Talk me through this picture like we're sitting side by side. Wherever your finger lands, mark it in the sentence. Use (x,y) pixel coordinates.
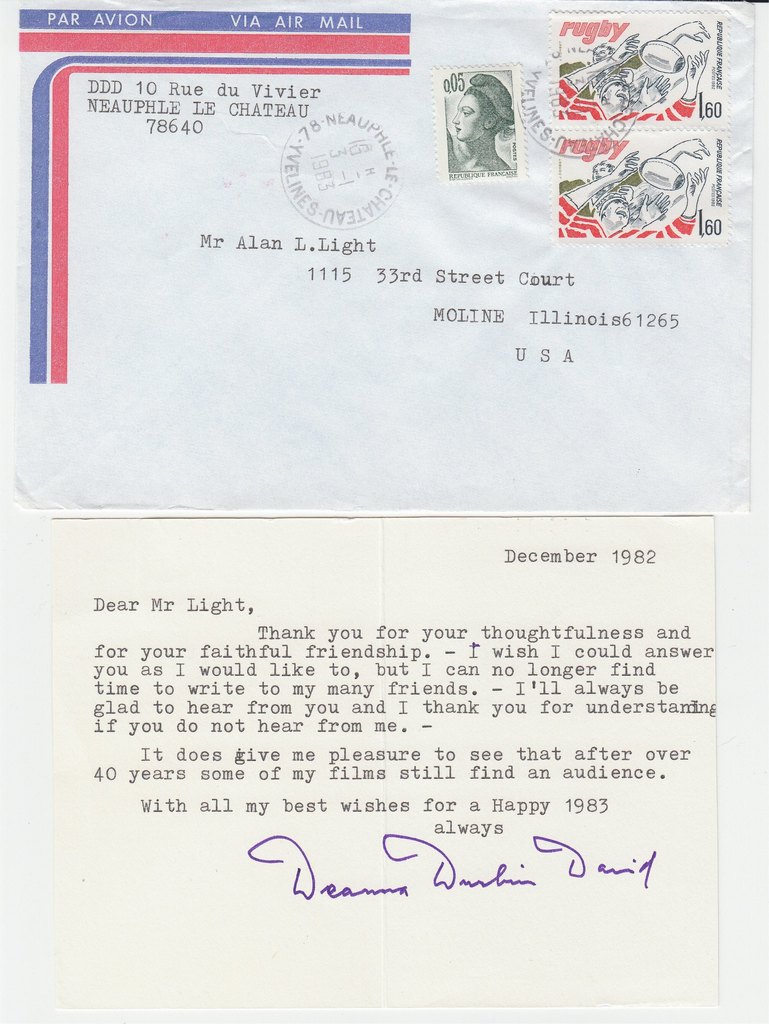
In the image we can see the paper (348,693) on the paper (348,693) we can see printed text (364,691) and stamps (609,94).
